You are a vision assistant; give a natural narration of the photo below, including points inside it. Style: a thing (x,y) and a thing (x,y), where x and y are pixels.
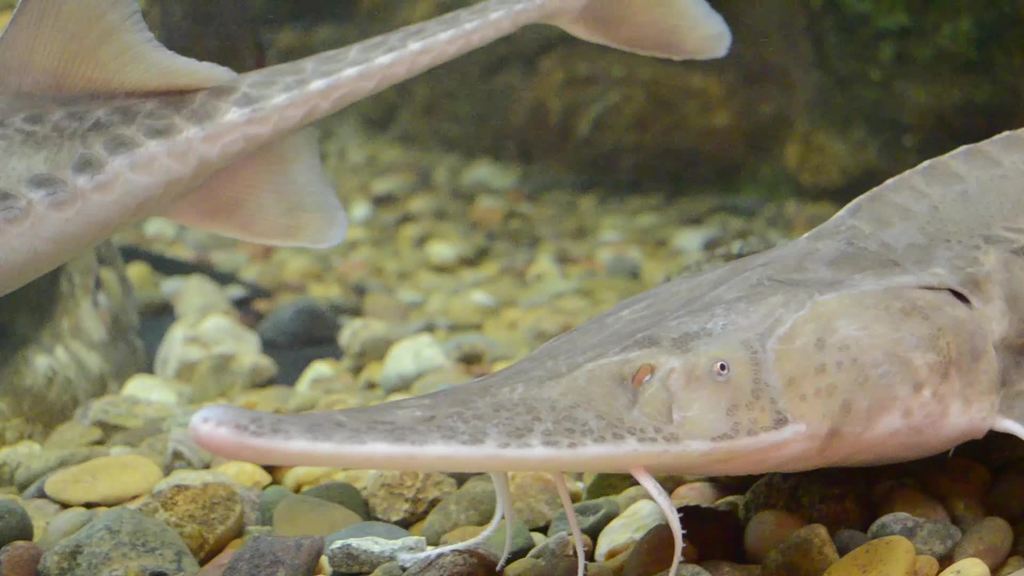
In this picture I can observe two fish (601,424) swimming in the water (378,369). In the background (336,331) I can observe stones (333,269).
